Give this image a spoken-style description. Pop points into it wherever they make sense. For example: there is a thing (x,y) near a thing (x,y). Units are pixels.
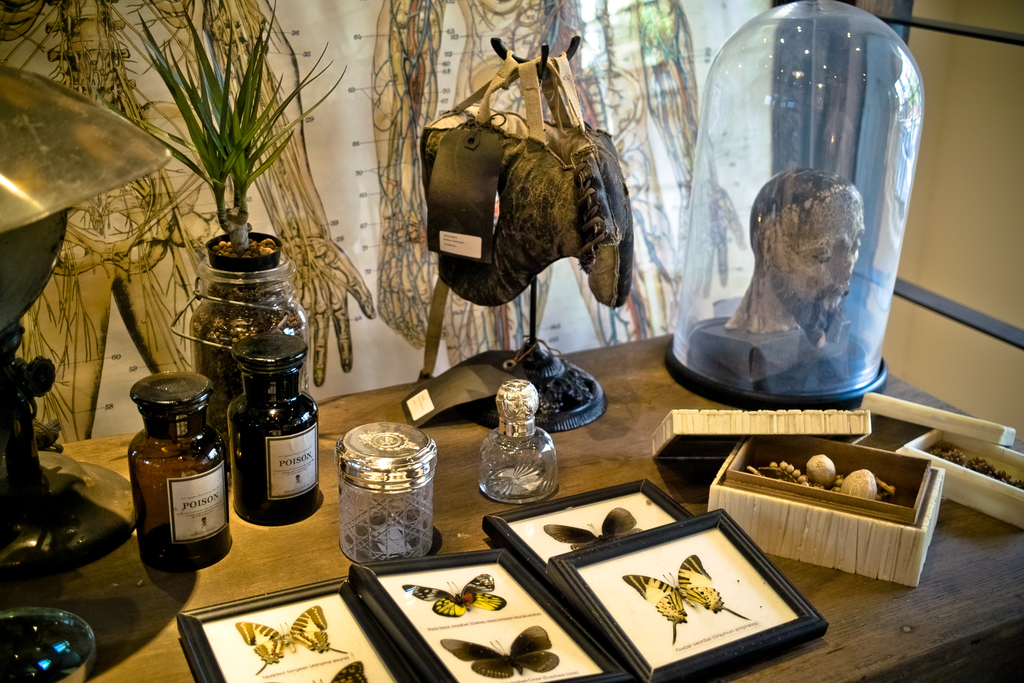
In this image we can see a table (667,369) and photo frames (550,574) and box (713,481) and flower pot (255,328) and some objects (149,391) on it, and here is the wall (1020,123) and here is the chart (449,30).
